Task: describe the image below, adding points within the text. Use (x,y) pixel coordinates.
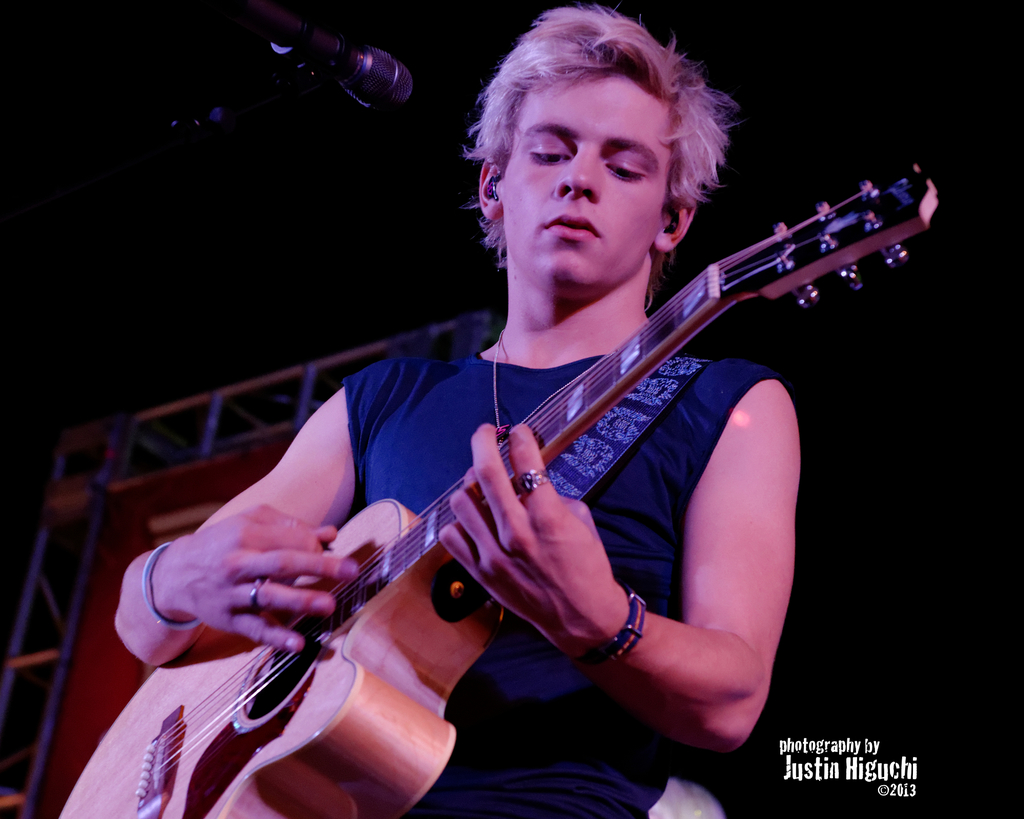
Here we can see a man (344,435) playing a guitar (325,817) with a microphone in front of him.
